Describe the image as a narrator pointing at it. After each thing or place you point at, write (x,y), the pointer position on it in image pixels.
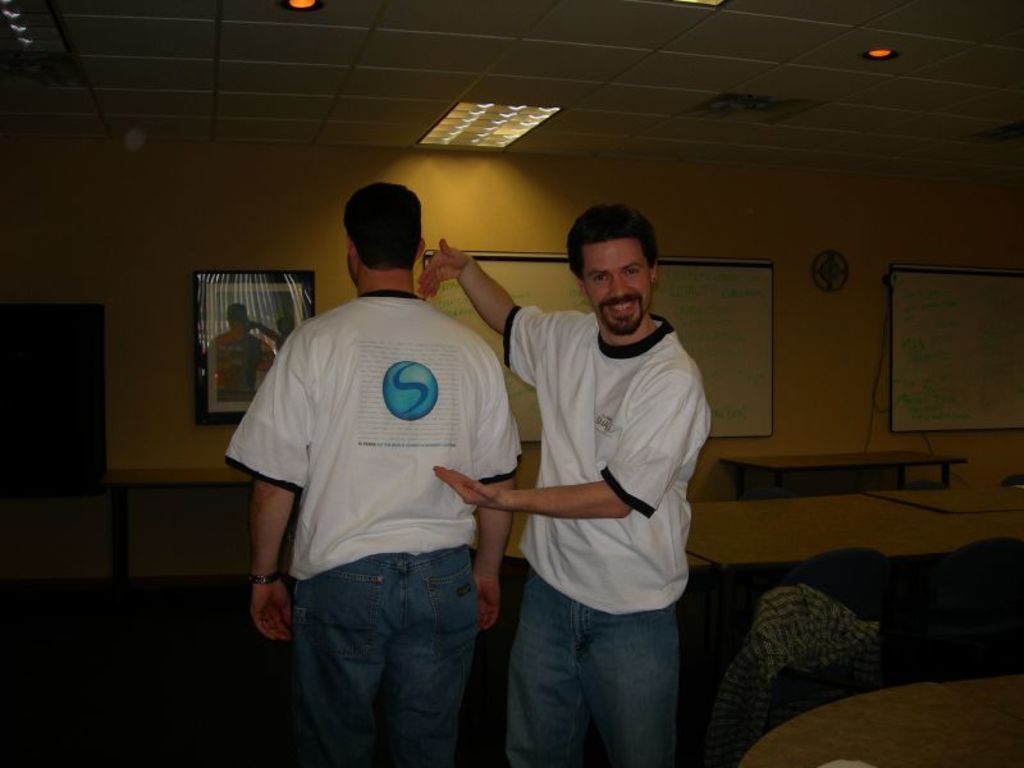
In this picture we can see two men (594,498) are standing, in the background (781,451) there are tables (739,457) and a wall (512,218), we can see two boards (703,339) and a photo frame (258,366) on the wall (508,186), there is some hand written text (952,343) on these boards (717,343), there are lights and ceiling (596,123) at the top of the picture (563,71).
